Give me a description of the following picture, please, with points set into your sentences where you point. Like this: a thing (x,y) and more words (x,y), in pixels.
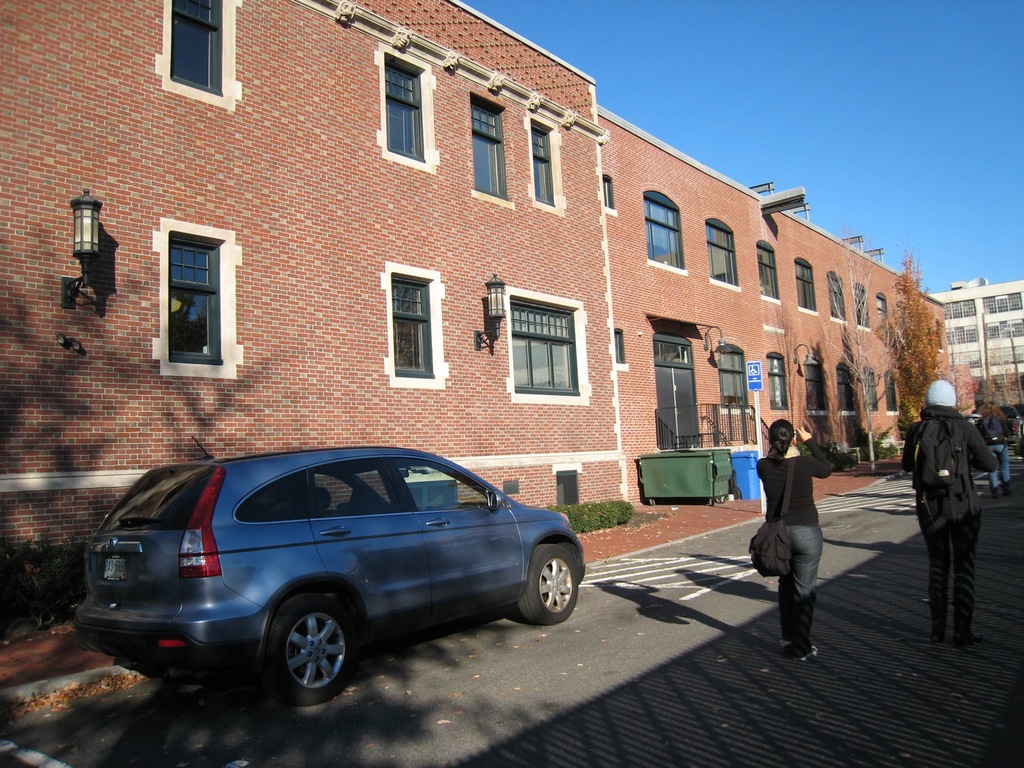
In this picture we can see the brown brick building (470,350) with glass windows (562,347). In the front (336,597) there is a blue car (356,580) parked on the road side (750,604) and two couple (961,570) standing on the road (869,528) and taking photographs.
